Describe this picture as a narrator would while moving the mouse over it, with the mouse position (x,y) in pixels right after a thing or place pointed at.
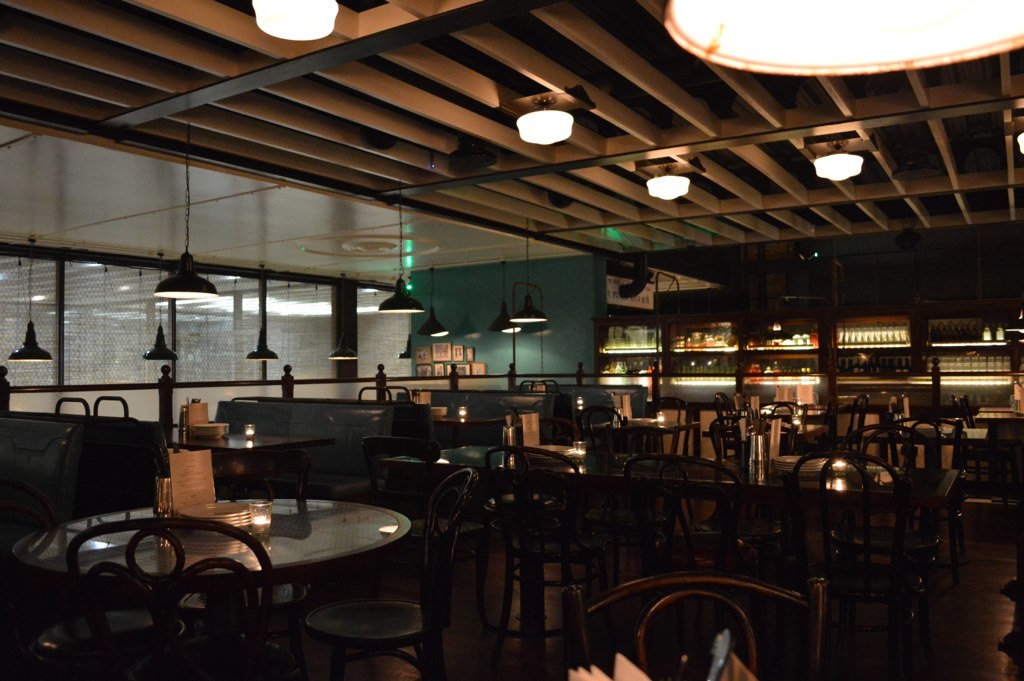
This picture was taken in the restaurant (669,404). I can see the tables (599,456) and These are the plates (240,520), candle (257,510), menu card (186,495) and few other objects (156,498) on the table (297,536). These are the lamps (399,314) hanging to the roof (520,194). I can see photo frames (443,355) attached to the wall (488,325). These look like racks (827,352) with few objects (900,333) in it. I can see the ceiling lights (561,140), which are attached to the roof (864,153).
